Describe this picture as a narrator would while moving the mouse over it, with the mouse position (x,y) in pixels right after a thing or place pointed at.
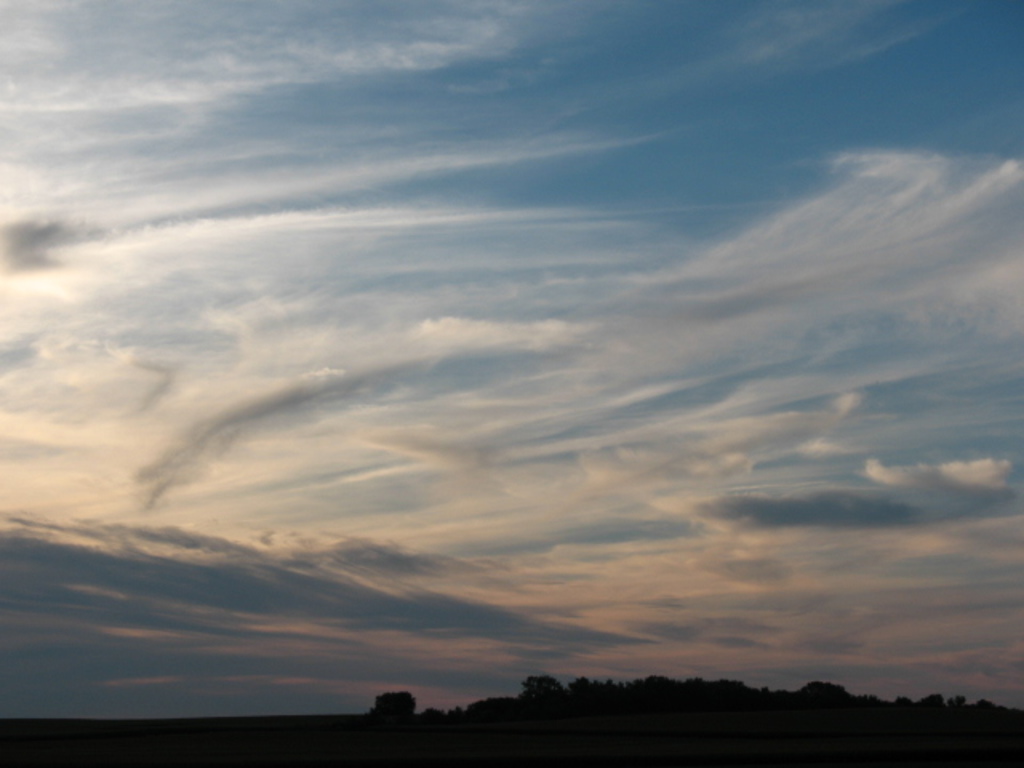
In this image we can see sky (387,455) with clouds (421,445), trees (813,702) and ground (386,724).
